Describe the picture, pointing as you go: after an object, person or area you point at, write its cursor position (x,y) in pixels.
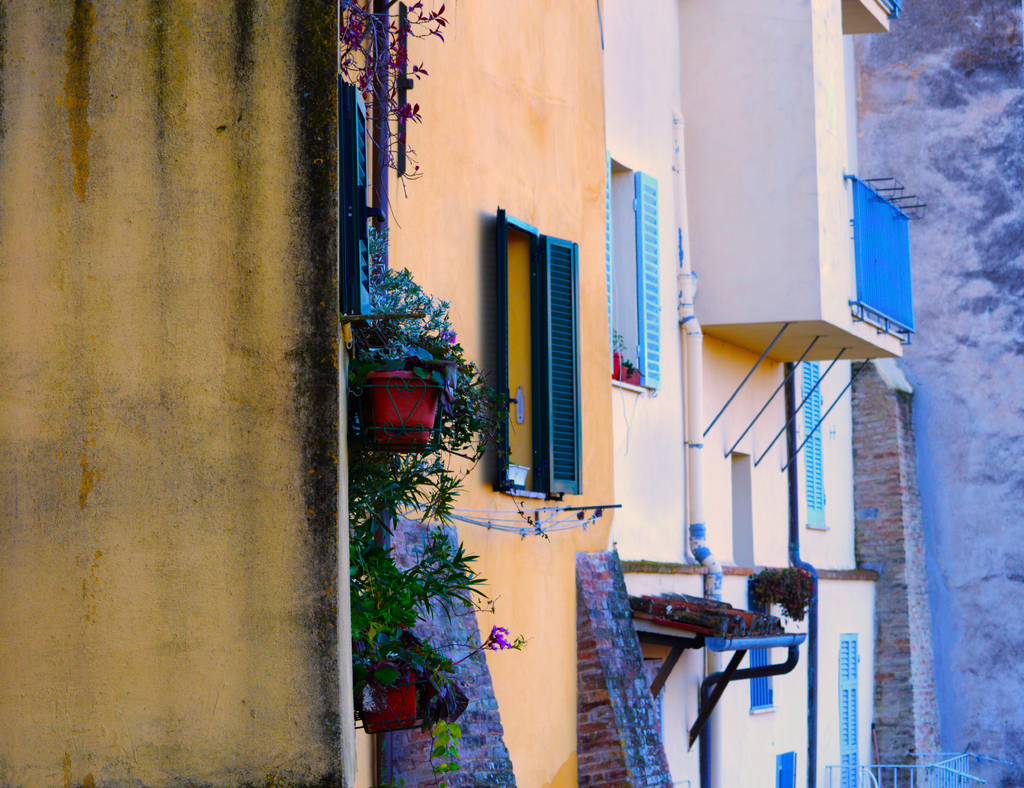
In this image we can see building (763,180), creepers (440,349), flower pots (419,406), pipelines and windows (805,406).
